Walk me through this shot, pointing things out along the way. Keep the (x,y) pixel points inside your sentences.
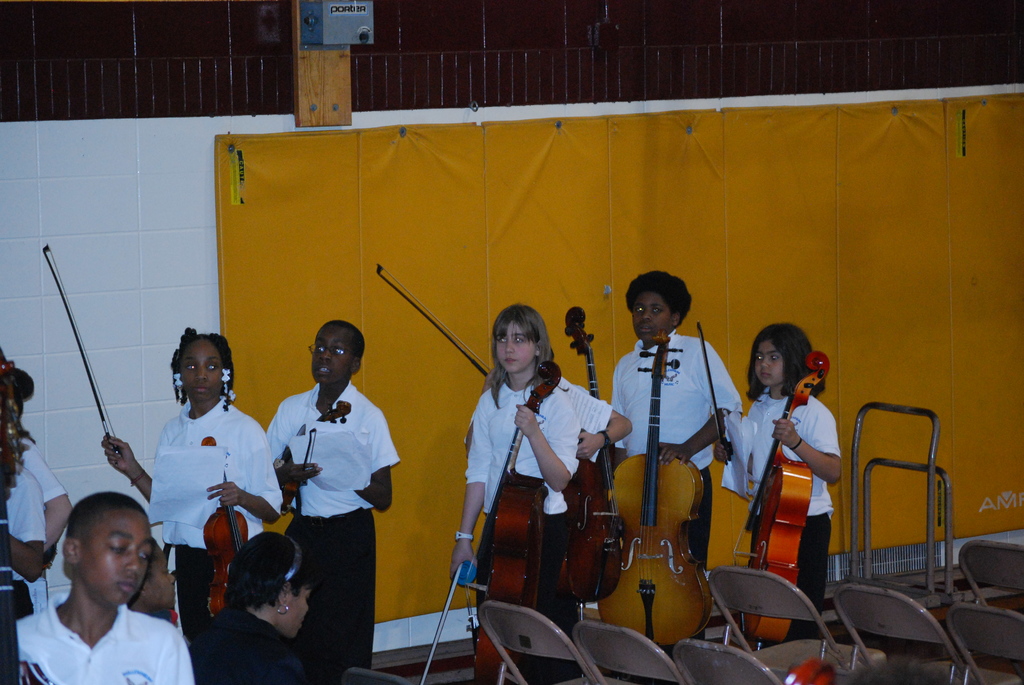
In this image I can see number of people (31,494) are standing and holding musical instruments (795,522). Here I can see few chairs (618,647).
